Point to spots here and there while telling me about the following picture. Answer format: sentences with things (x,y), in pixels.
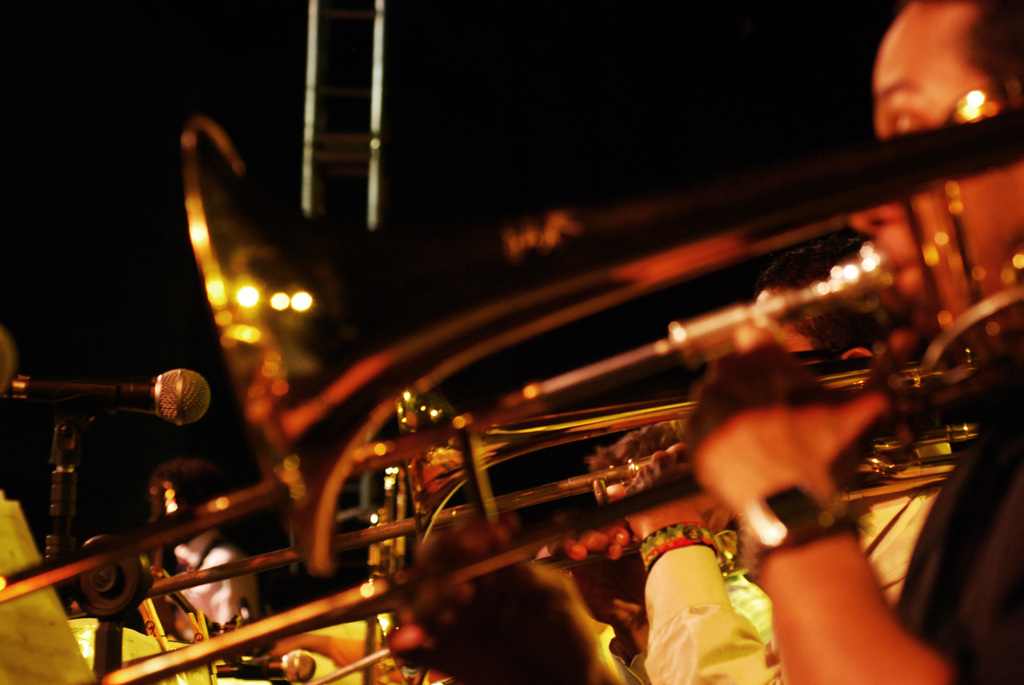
In this picture there are group of people (544,680) playing musical instruments (803,301). On the left side of the image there are microphones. At the back (362,201) there is a pole (373,14) and there is a black background (514,149).
